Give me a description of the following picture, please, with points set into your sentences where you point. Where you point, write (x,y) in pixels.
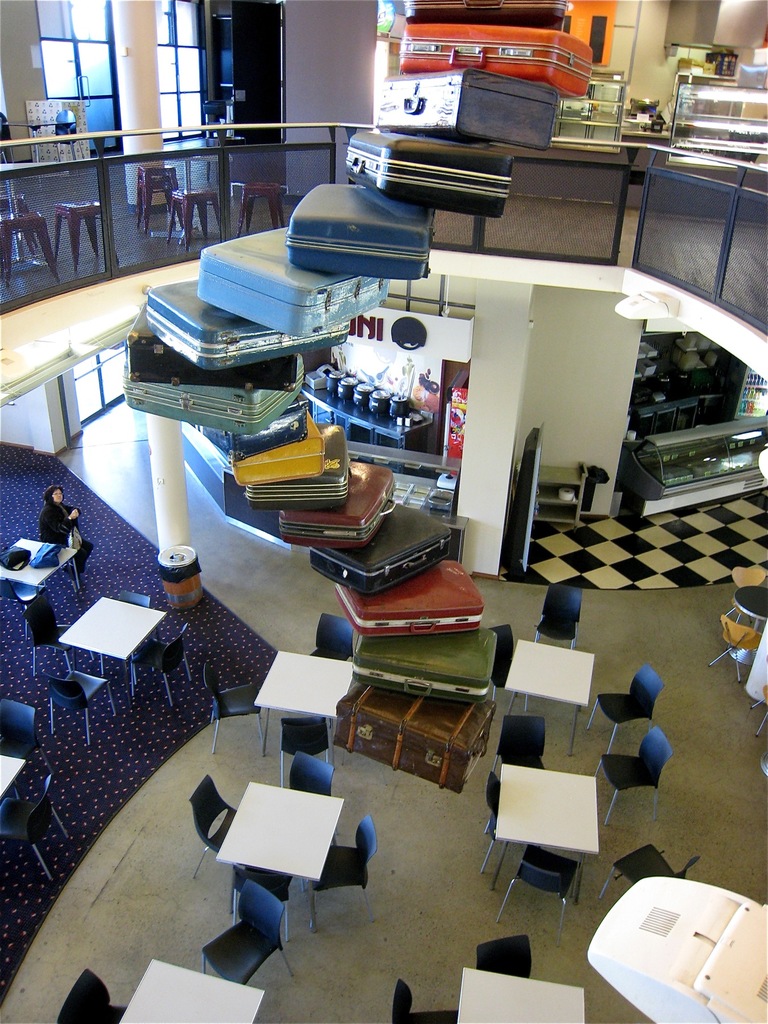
This picture seems to be like a food court area (636,640), there are many chairs (610,775) and tables (546,809) and in middle (320,568) there are suit cases (300,342), this seems to be sculpture (352,214).
